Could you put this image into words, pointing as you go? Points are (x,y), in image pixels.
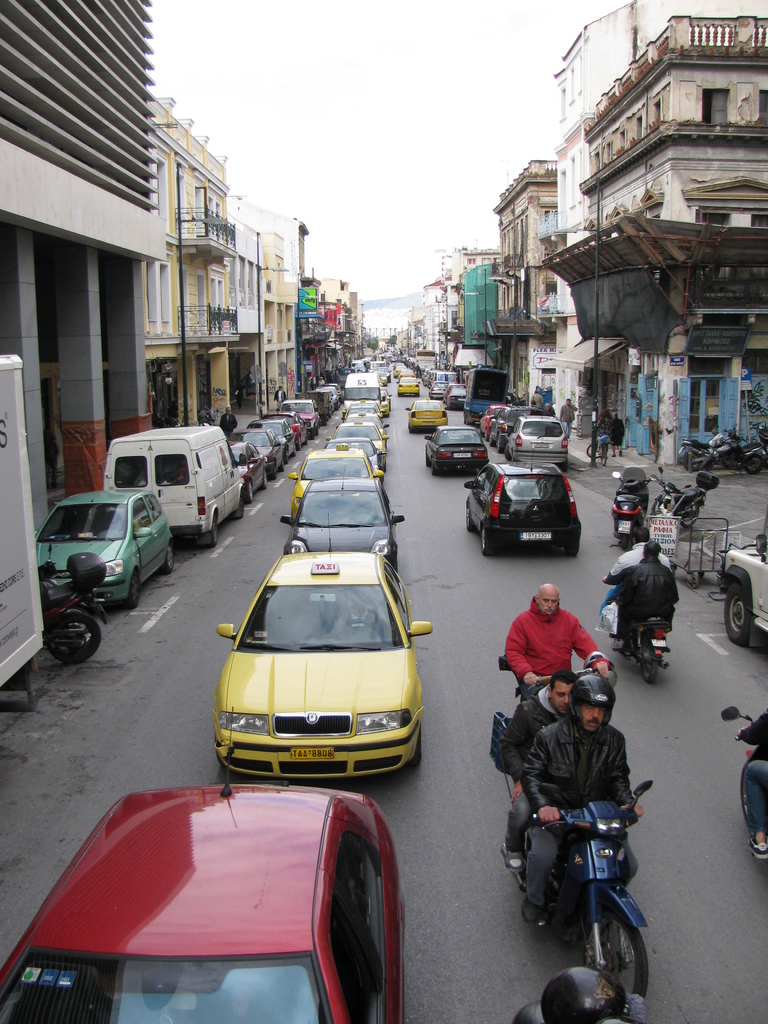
There are vehicles (366,388) in the lines, on the road (658,823). On both sides of this road (218,669), there are buildings (279,362). In the background (394,239), there is the sky (402,24).
